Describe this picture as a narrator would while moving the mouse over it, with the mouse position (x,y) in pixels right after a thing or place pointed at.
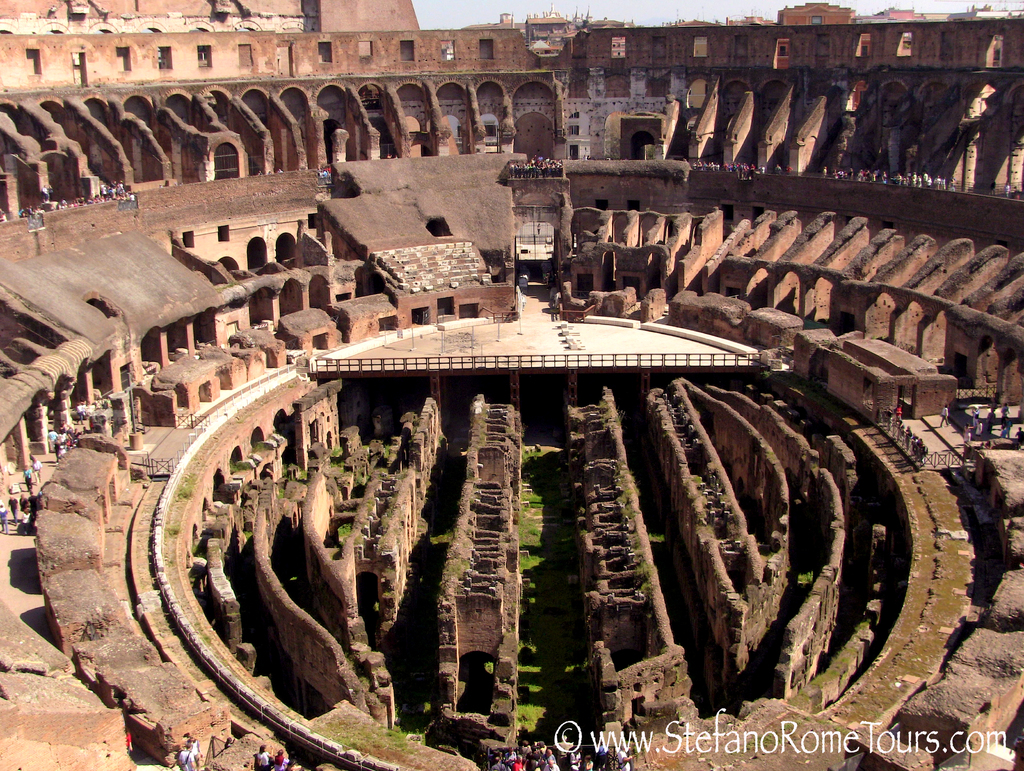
In this picture we can see a Colosseum (767,664). Some grass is visible on the ground (647,756). There are a few people (293,769) visible from left to right. We can see a text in the bottom right (952,735).
